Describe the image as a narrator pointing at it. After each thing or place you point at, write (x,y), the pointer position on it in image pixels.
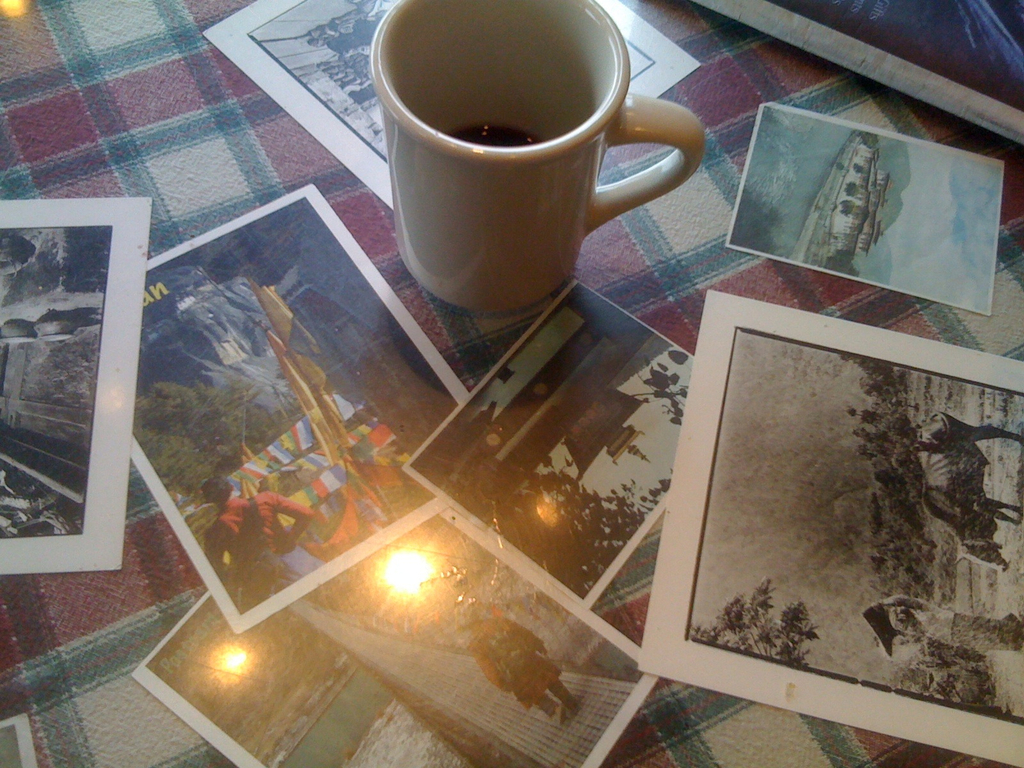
In the image we can see a cup (541,190) and liquid (512,139) in it. Here we can see photographs (402,438), kept on the cloth (191,569).
